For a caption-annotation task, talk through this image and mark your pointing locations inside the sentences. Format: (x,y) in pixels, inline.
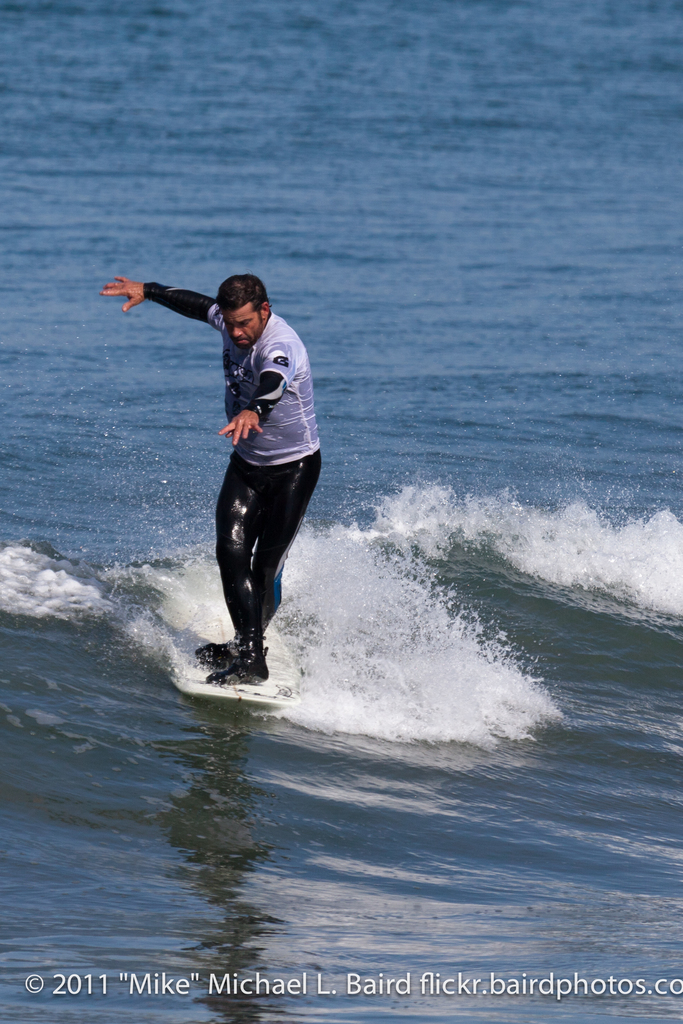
In this picture we can see a man (275,490) wearing white t-shirt (276,454) and surfing on the water (240,756). Behind there is sea water (204,194).
